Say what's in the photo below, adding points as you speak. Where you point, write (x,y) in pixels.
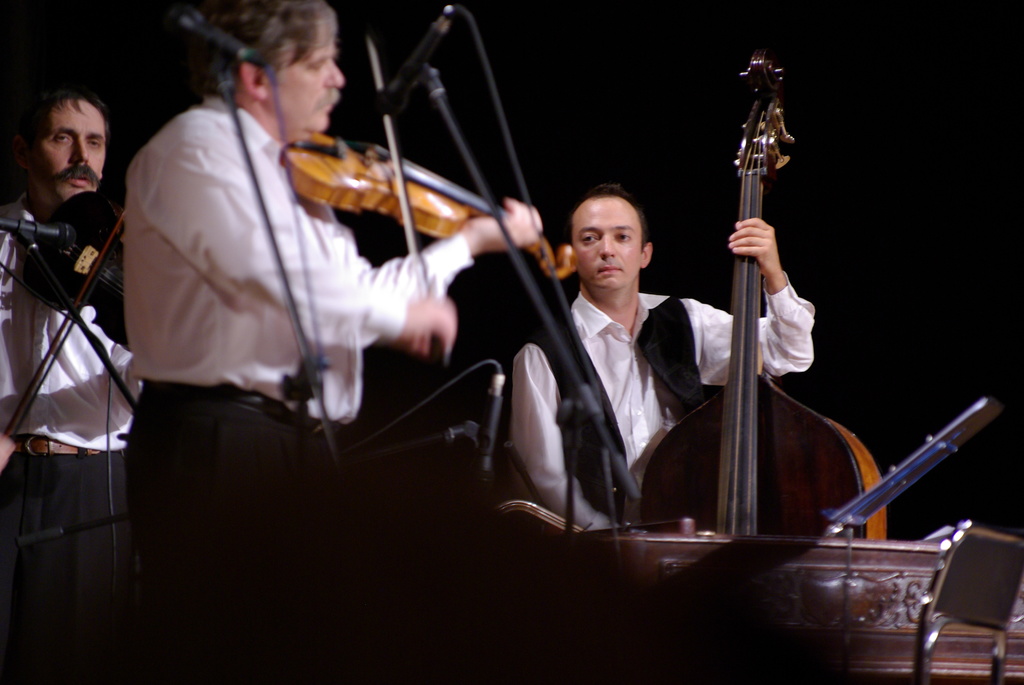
This is a picture of a persons (8,255) who are performing the music. The person (235,288) is standing in a white shirt (235,215) playing a violin (389,170). This is a microphone (430,44) and the microphone stand (448,112) and these are the other musical instrument (778,466) the background of the person (446,253) is black color.
